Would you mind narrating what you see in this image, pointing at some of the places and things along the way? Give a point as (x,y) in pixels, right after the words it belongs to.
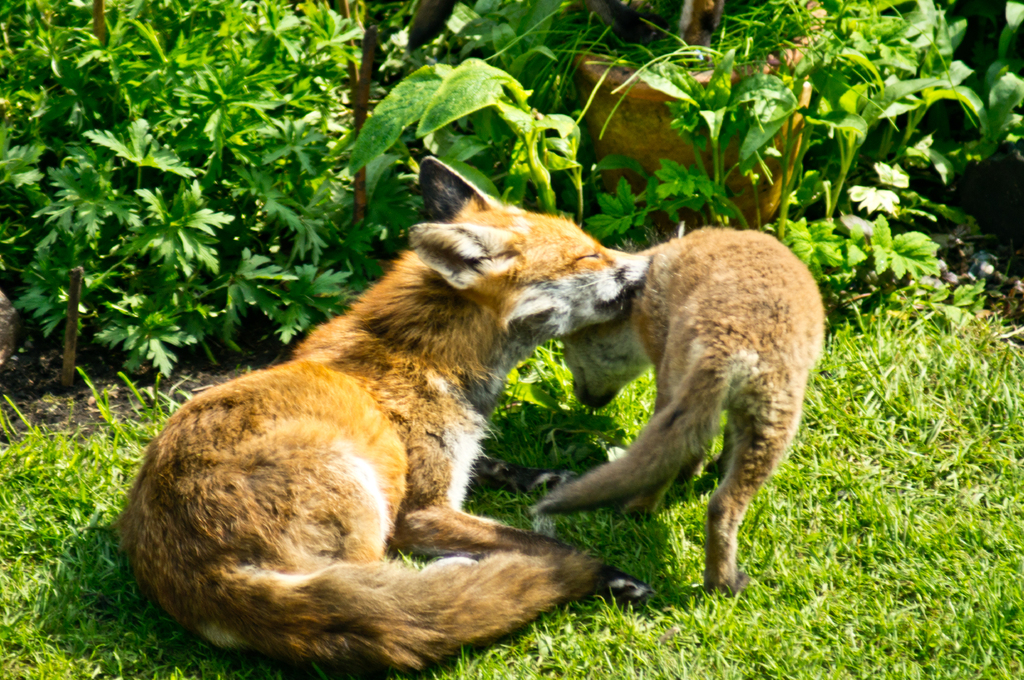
There are two animals (355,544) on the grasses (779,546). In the back (468,109) there are plants (725,76) and also there is a pot (641,127).
